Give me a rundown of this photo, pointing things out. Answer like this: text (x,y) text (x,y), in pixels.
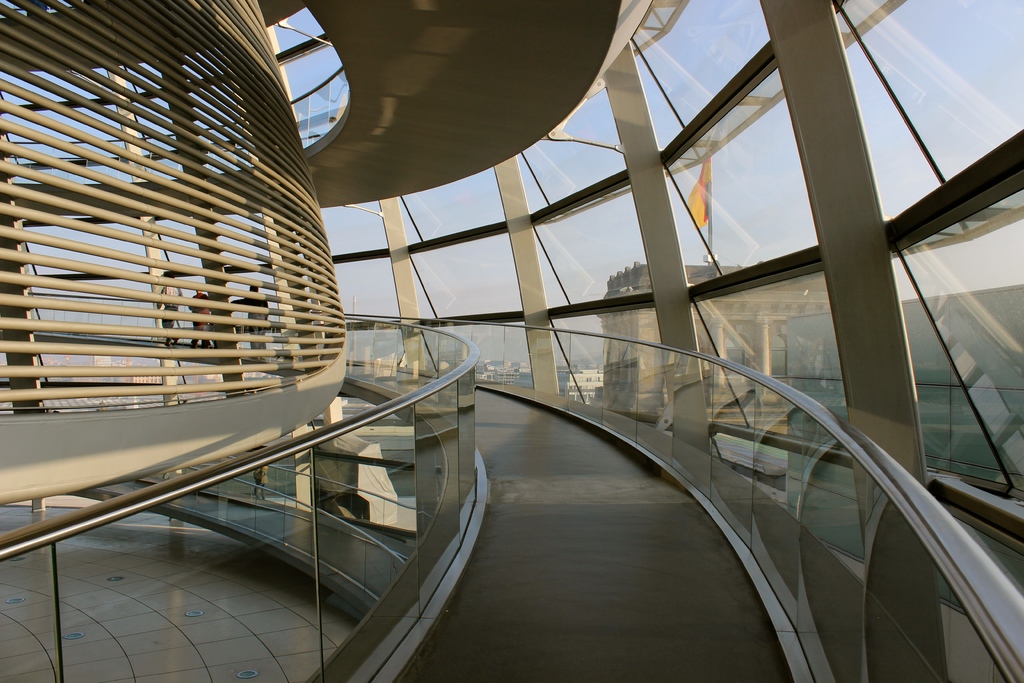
In this image, there is a building (679,311), in that building (622,179) we can see a way (752,682), there are some glass windows (614,252), in the background (628,315) there are some buildings (702,335) and at the top (966,53) there is a sky (997,97).
